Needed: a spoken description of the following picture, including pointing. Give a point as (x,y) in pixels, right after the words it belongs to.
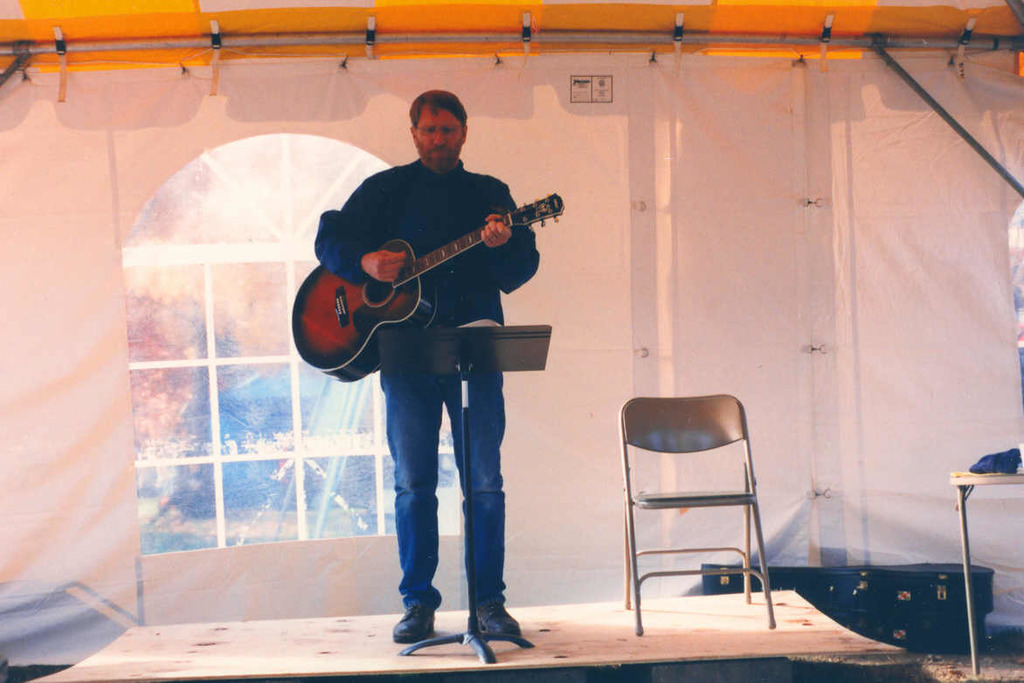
This man (454,119) is standing and playing a guitar (352,285). This is a window (226,484). This is a chair (650,411) on stage (642,648). This are guitar bags (890,601).
